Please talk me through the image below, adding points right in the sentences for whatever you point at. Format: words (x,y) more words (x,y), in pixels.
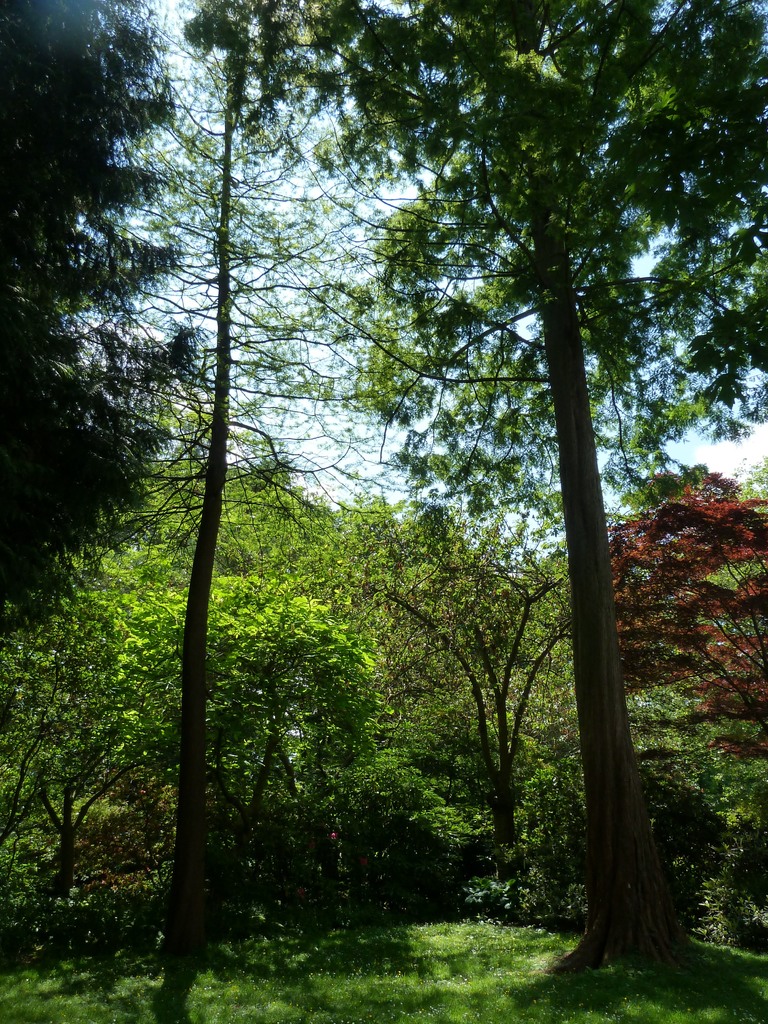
This is the picture of a place where we have some trees (301,744), plants (446,704) and some grass (494,1013) on the floor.
